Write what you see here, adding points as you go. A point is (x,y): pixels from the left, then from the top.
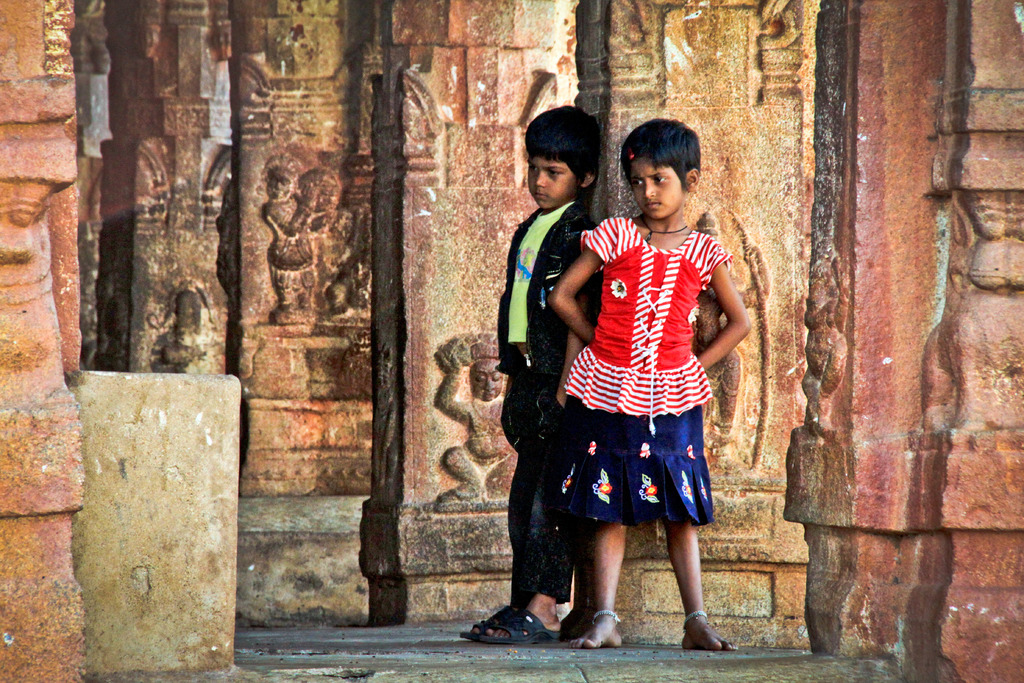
In this image two children (633,344) are standing and one of the girl (633,344) is wearing red color dress (646,322), and a boy (535,336) is wearing green color T-shirt (524,285) and black color pants (545,519).
